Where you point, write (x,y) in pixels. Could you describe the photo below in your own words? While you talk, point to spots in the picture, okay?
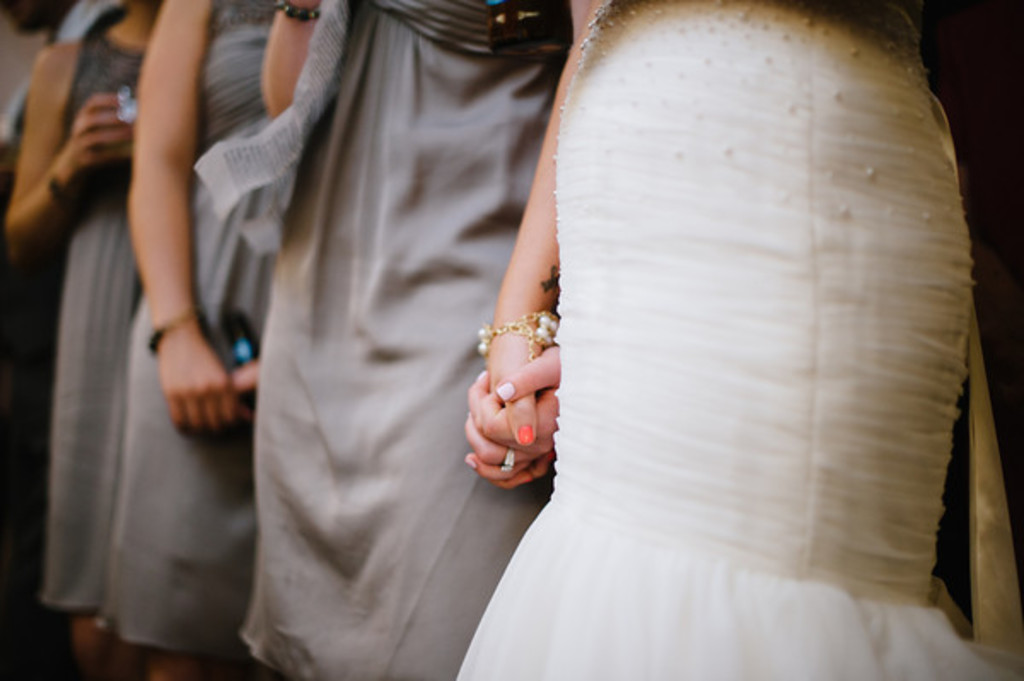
In this image we can see the women (214,300) standing and we can also see a woman (750,234) wearing the white dress (720,328) and holding the hand (520,339) of another woman (495,297).
